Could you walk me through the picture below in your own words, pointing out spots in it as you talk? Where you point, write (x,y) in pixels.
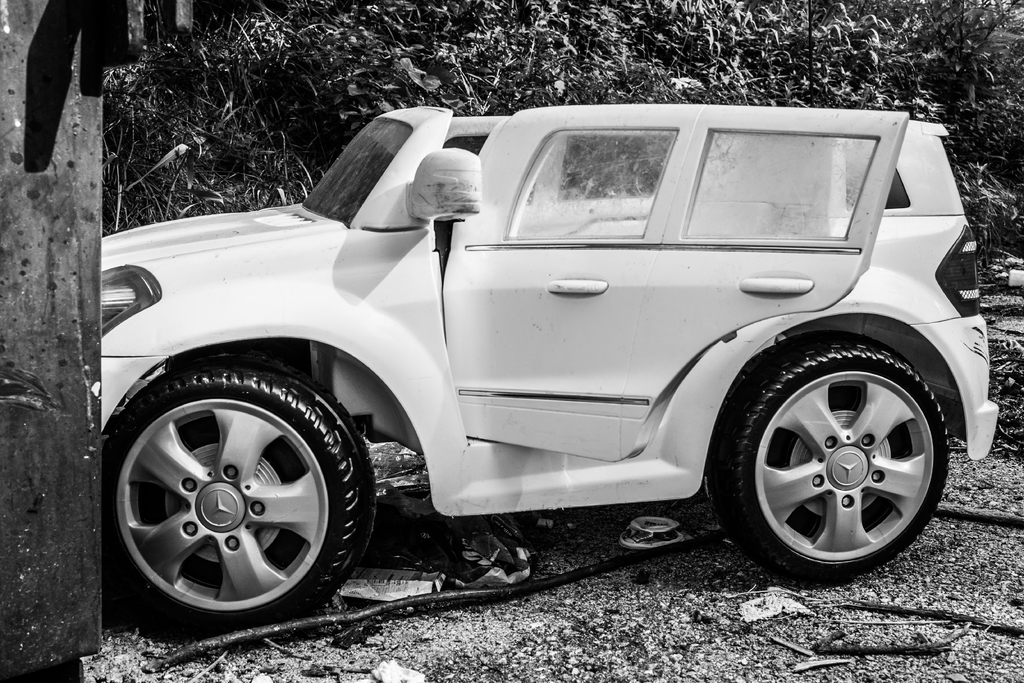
In the middle of this image (455,454), there is a white color vehicle (777,113) having a door (587,365) opened on the ground (640,645), on which there are a cable (533,585) and sticks (936,617). In the background (995,78), there are trees (567,11).
